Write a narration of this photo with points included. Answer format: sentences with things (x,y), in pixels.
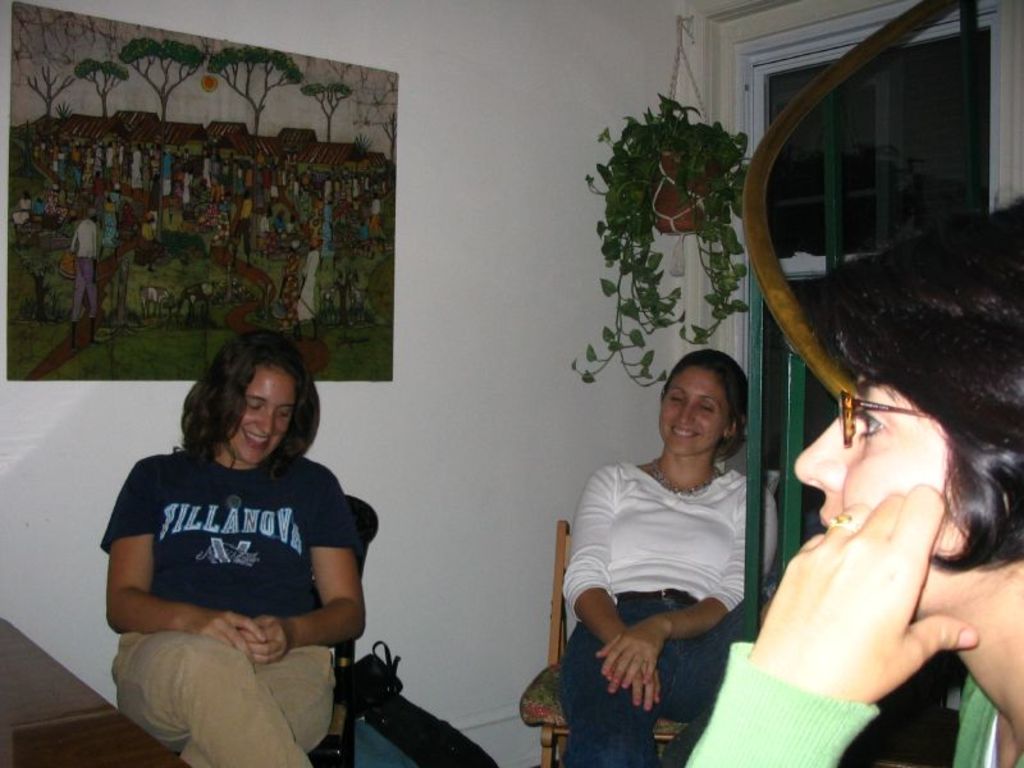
There are two women (354,601) sitting in chair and there is a picture (242,237) attached to the wall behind them and there is another woman (893,510) sitting in the right corner (906,565).
